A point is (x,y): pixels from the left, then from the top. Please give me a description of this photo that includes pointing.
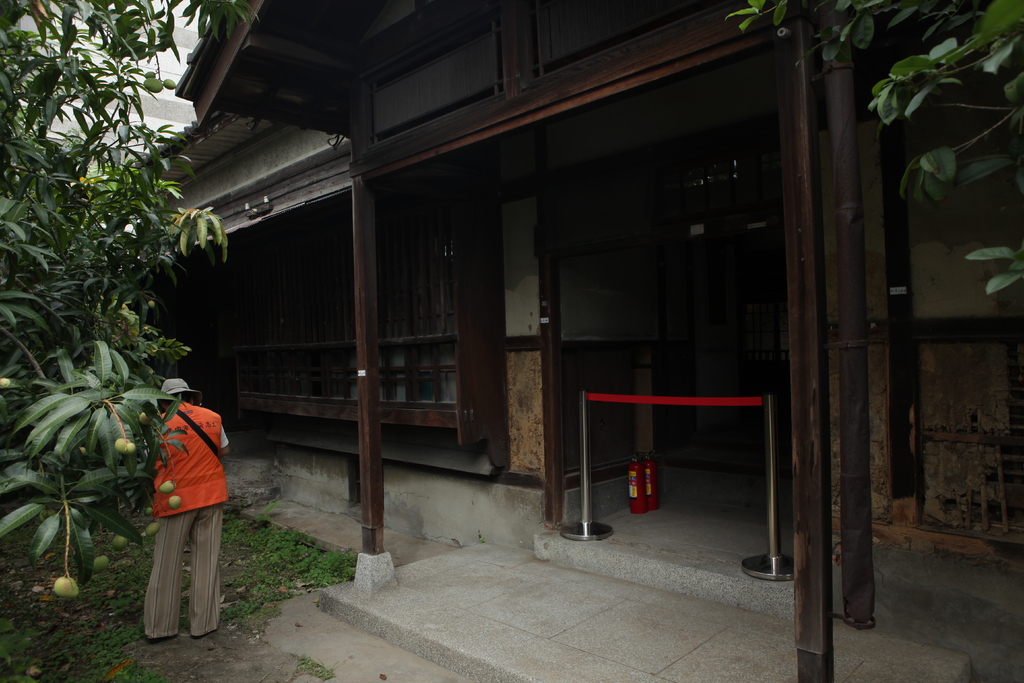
In this image there is a person (222,508) wearing a cap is standing on the land (248,605) having some grass (285,544). Left side (20,515) there is a tree (58,308) having few fruits (72,582) and leaves (84,327). Right side (860,532) there is a house (343,345) having few pillars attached to the roof (648,51).
